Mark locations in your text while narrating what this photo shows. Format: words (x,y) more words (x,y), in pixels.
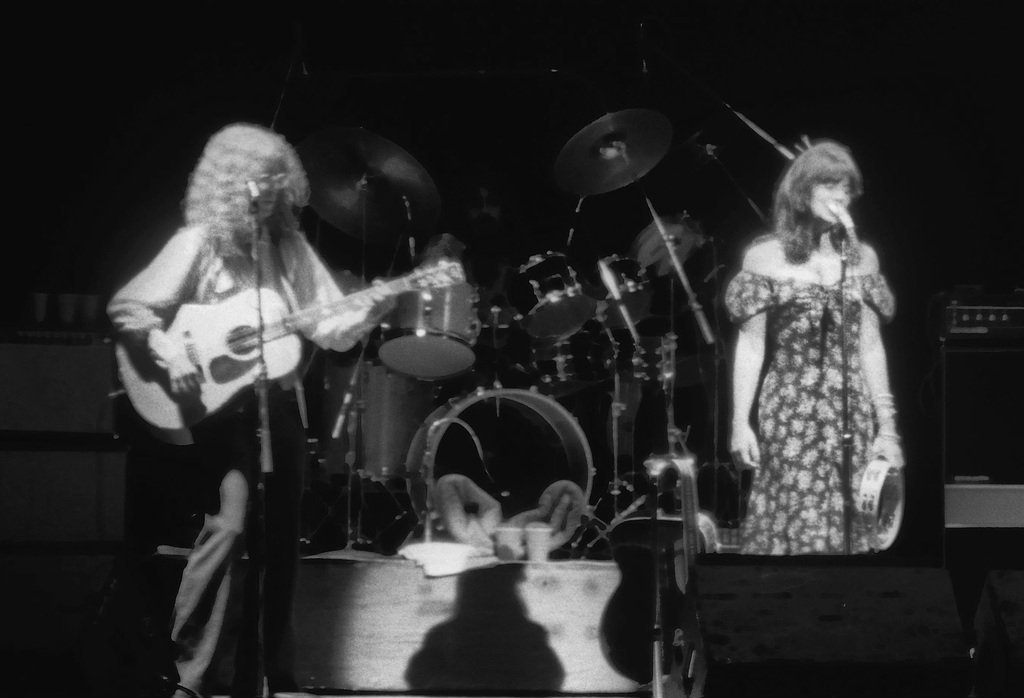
In this image I can see few people (189,648) are standing and also one of them is holding a guitar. I can also see few mics (752,206) and a drum set (550,295) in the background (455,468).
